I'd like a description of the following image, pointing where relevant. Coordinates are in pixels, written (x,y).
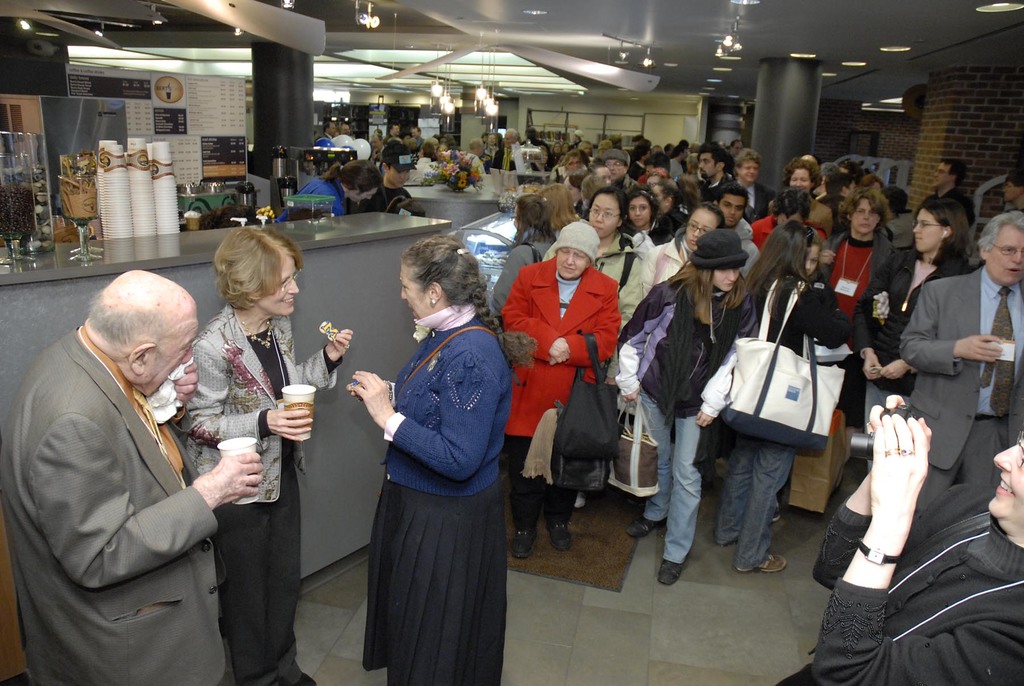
This image is taken indoors. At the bottom of the image (590,611) there is a floor (588,613). At the top of the image (385,46) there is a ceiling (635,14) with a few lights (623,61). In the background (481,126) there are a few walls (837,133) and pillars (301,98). There are a few boards (207,117) with text (231,123) on them. Many people (480,161) are standing on the floor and a few are holding bags (809,426). On the left side of the image (184,235) there are two tables (380,219) with a few things (279,197) on them and there are many cups (141,184). A woman (306,187) is standing on the floor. Two women (332,365) and a man (201,582) are standing on the floor (348,585) and holding cups (310,408) and food items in their hands (366,383).
